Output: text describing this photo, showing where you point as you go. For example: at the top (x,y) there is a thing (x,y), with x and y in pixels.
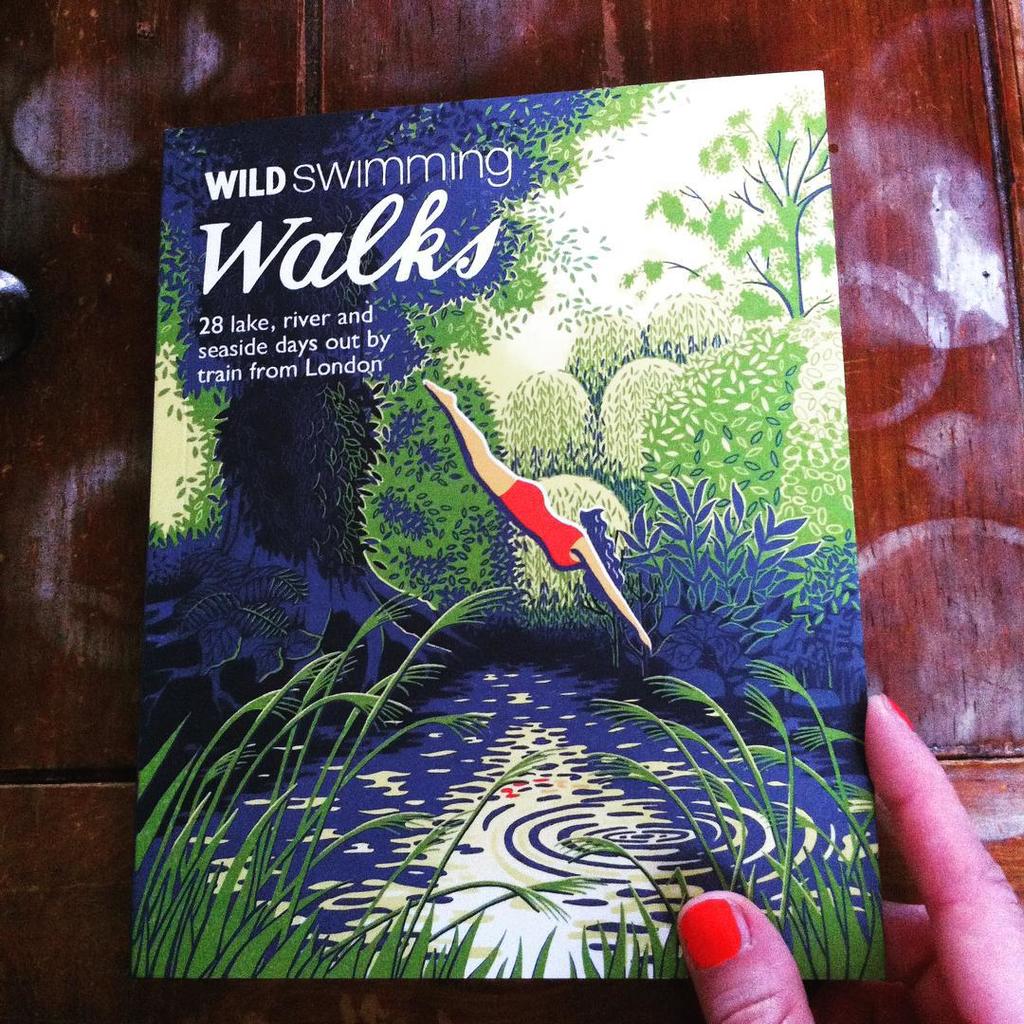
The picture consists of a notebook (557,594) placed on a table (762,54). On the cover (435,326) of the book (432,511) we can see greenery (427,510), text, water body (533,822) and a person (541,539) diving into water (756,838). At the bottom right corner (907,918) we can see a person's hand (900,976).
